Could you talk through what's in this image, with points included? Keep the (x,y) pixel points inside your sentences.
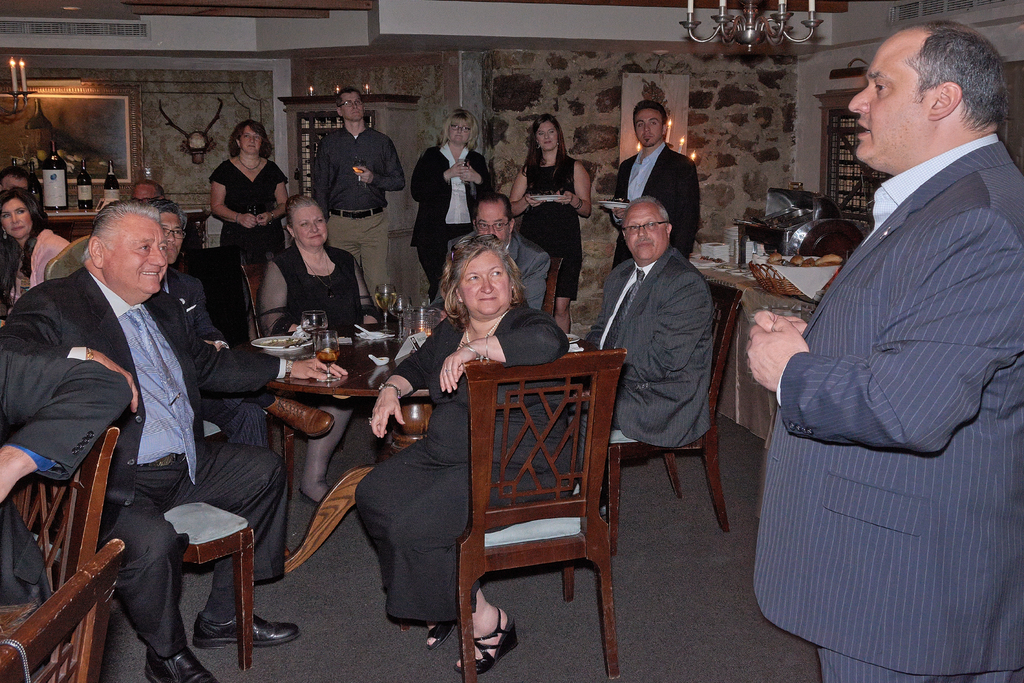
Few people (454,177) are standing and few people (640,253) are sitting on a chair (533,377). In-front of this people (442,374) there is a table (395,347). On a table (352,329) there is glass plates (322,340). This 2 persons (560,204) are holding a plate (615,204). On a wall (590,165) there is a different type of pictures (120,136) and a sculpture (203,145). On this table (70,208) there are bottles (82,205). This man (943,184) in suit (830,524) is standing. On this table (739,273) there are vessels (811,230) and basket (808,281). This candles (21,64) are attached with roof (23,40).
